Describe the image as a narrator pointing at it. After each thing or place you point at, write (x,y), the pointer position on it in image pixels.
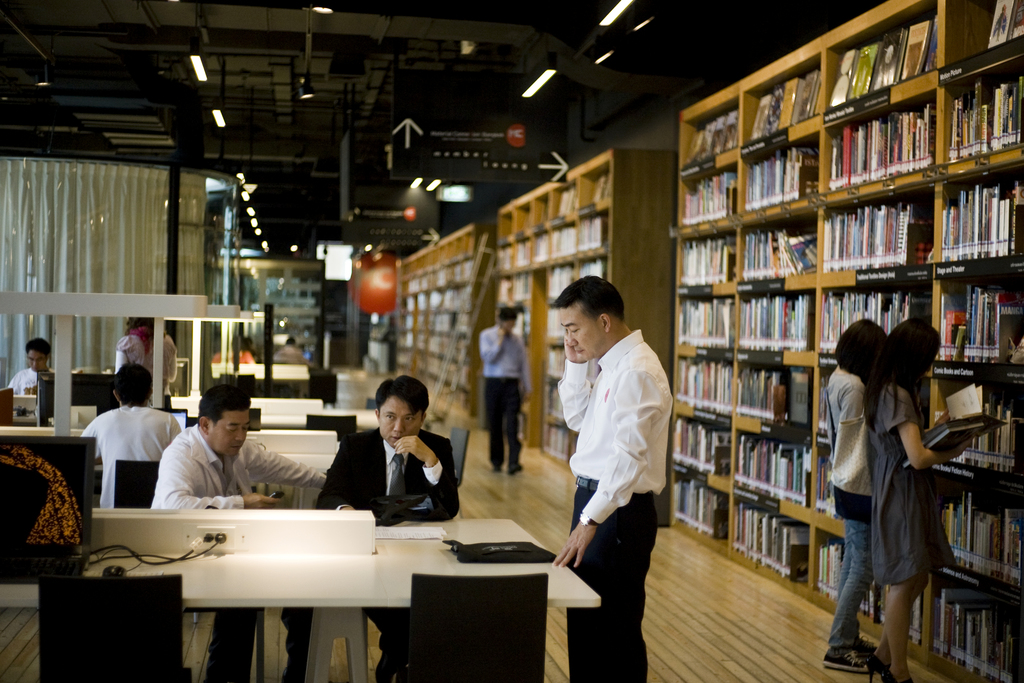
in a room (464,609) there are white tables (297,598) around which there are black chairs (151,625). 2 people (294,471) are sitting on the chairs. the person (343,478) at the right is wearing black suit (383,476) and the person (266,471) at the left (231,480) is wearing white shirt (212,477). at the right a person (643,468) is standing wearing white shirt (615,433) and black pant (635,571). behind them there are other people (123,364) sitting. at the right (730,227) there are many bookshelves (941,220). 2 people (878,494) are standing at the right (870,429) and reading books (982,420). at the back (522,365) a person (522,370) is walking. there is a ladder (467,325) at the back (461,340). at the left (91,222) back there are curtains (117,250). on the top right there are hoardings (474,144) with arrow marks (557,177) on it. on the top (217,111) there are lights (542,83).
